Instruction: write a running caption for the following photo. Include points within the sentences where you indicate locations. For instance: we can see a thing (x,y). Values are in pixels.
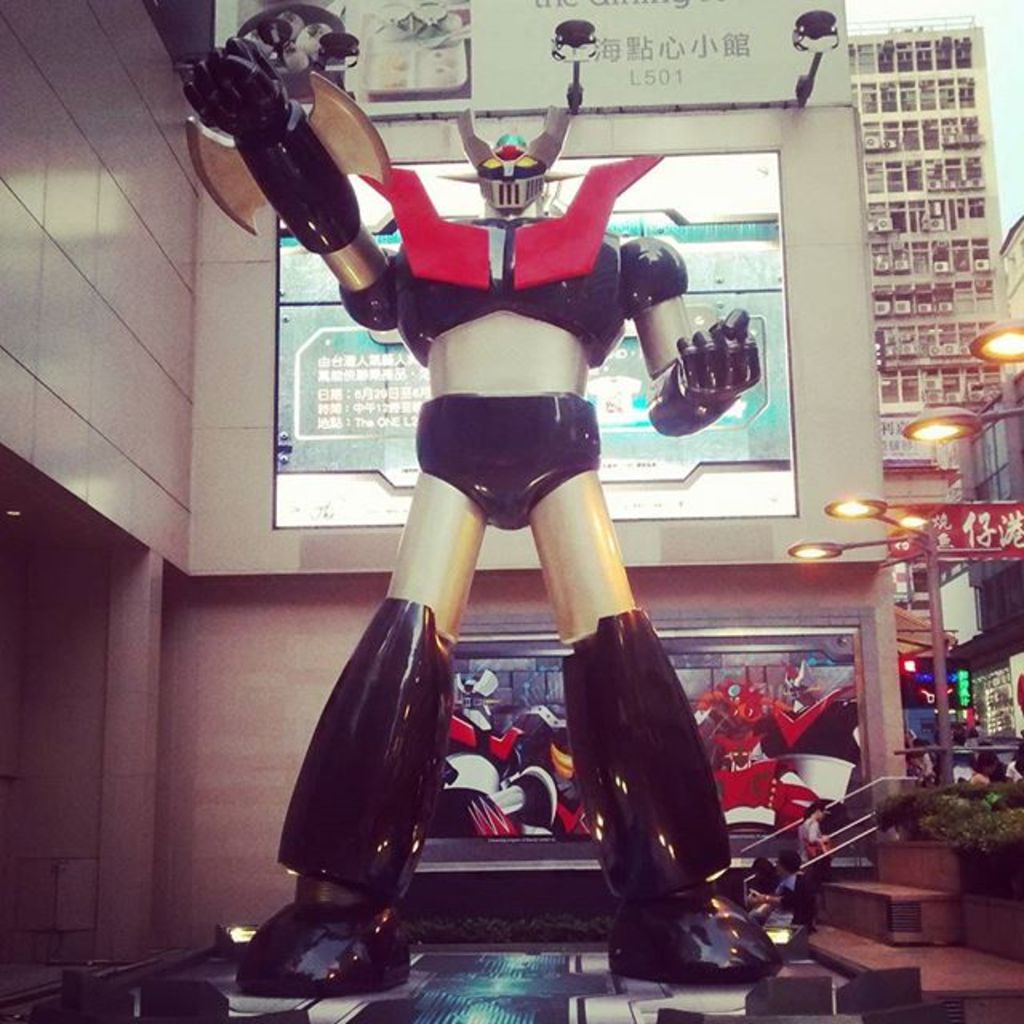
In this picture we can see a robot (567,625) on a platform (782,1004), here we can see people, plants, lights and some objects (943,716) and in the background (849,711) we can see a wall (890,705), screens (820,704), buildings (950,233).
